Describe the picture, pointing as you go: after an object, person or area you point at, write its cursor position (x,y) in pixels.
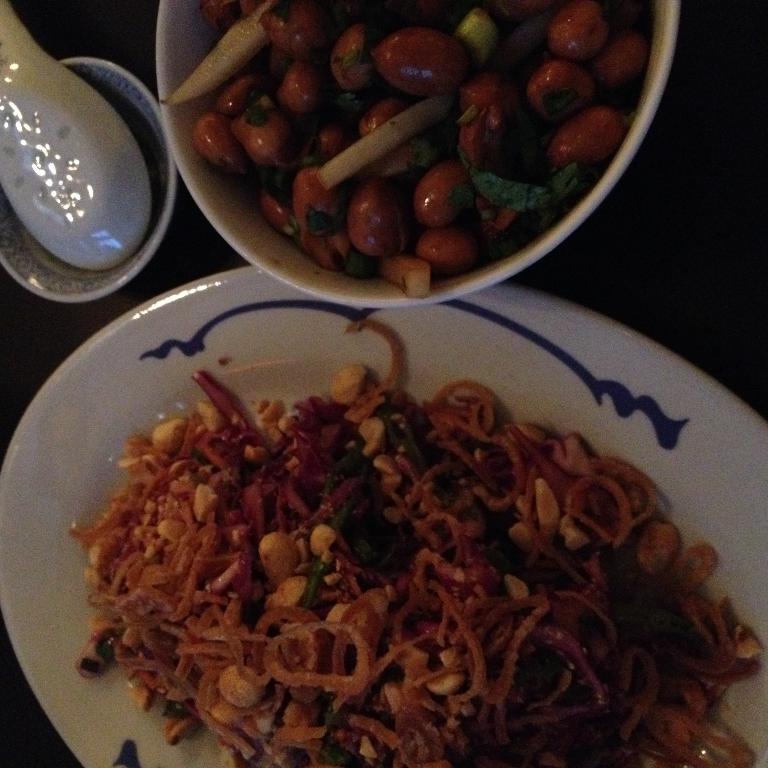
In this picture there is a plate (1,596) at the bottom side of the image (418,576), which contains noodles (477,670) and there is a bowl (334,283) at the top side of the image (376,219), which contains food items (407,219) in it, there is another bowl (164,213) and a spoon (100,163) on the left side of the image (60,224).
